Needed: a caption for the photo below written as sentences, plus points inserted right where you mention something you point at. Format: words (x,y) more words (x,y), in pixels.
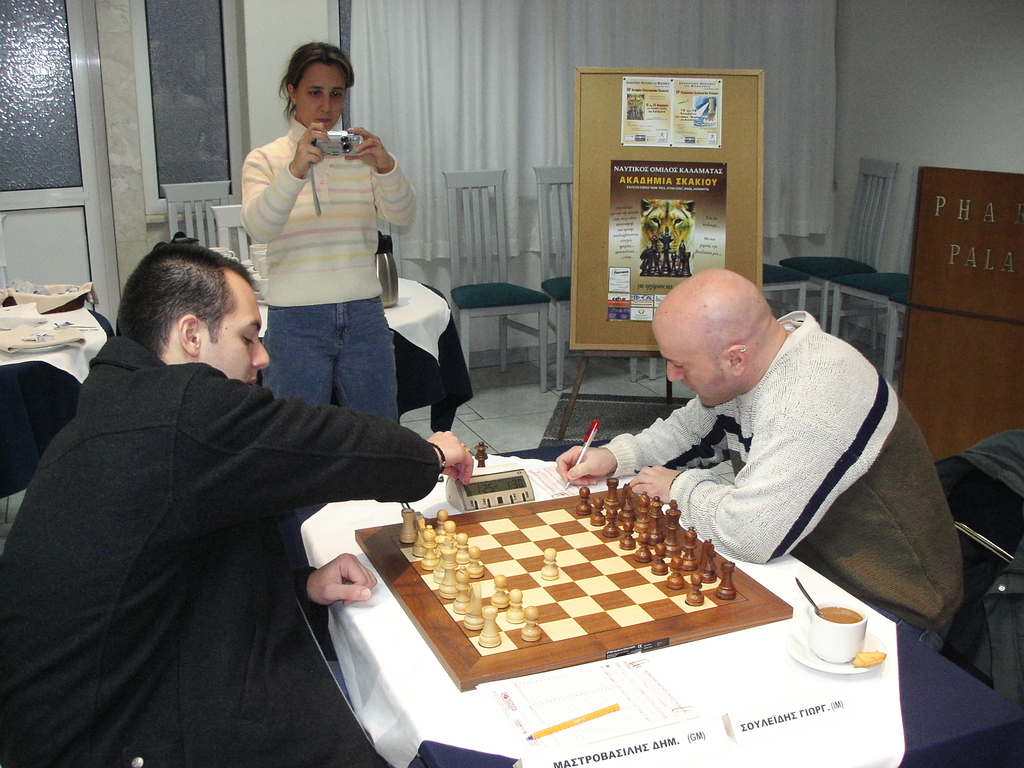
In this image two persons (652,448) are sitting on a chair (984,558) and both of them are playing a chess (504,567). On the left (130,515) there is a person (209,484) who is wearing a black dress (217,472) is holding a clock (491,472). And on the right person (781,494), he is writing something on a paper (556,477). There is a woman (292,263) who is holding a camera (340,134) and shooting a game (602,542). Besides her there is a banner (618,185) which showing a picture (668,232) of a lion (658,220). On the left (72,21) we can see door (48,267) and besides it there is a window (177,143). On the table (99,314) there is a towel (47,344) and it's covered by the cloth (36,390).
